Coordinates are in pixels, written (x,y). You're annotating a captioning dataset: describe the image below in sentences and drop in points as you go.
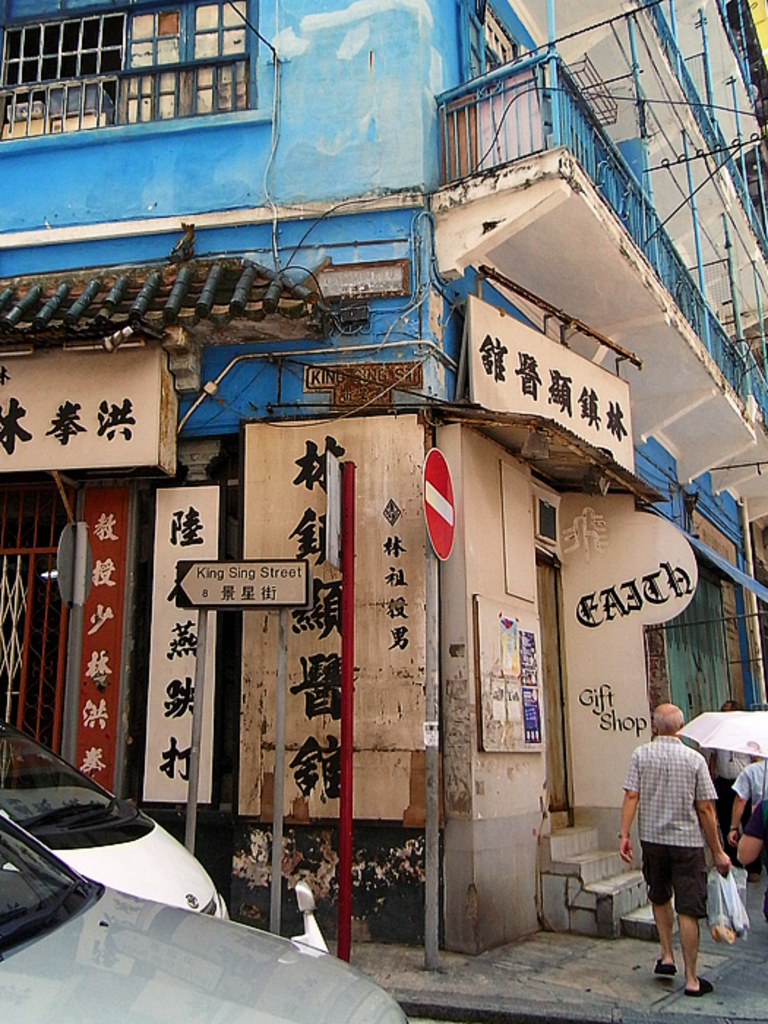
In this image I can see the vehicles (238,989) on the road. To the side I can see few people (687,973) walking. I can see one person (678,900) holding the bags (711,900). In the background (756,323) I can see the building (315,396) and there are many boards (415,546) attached.
